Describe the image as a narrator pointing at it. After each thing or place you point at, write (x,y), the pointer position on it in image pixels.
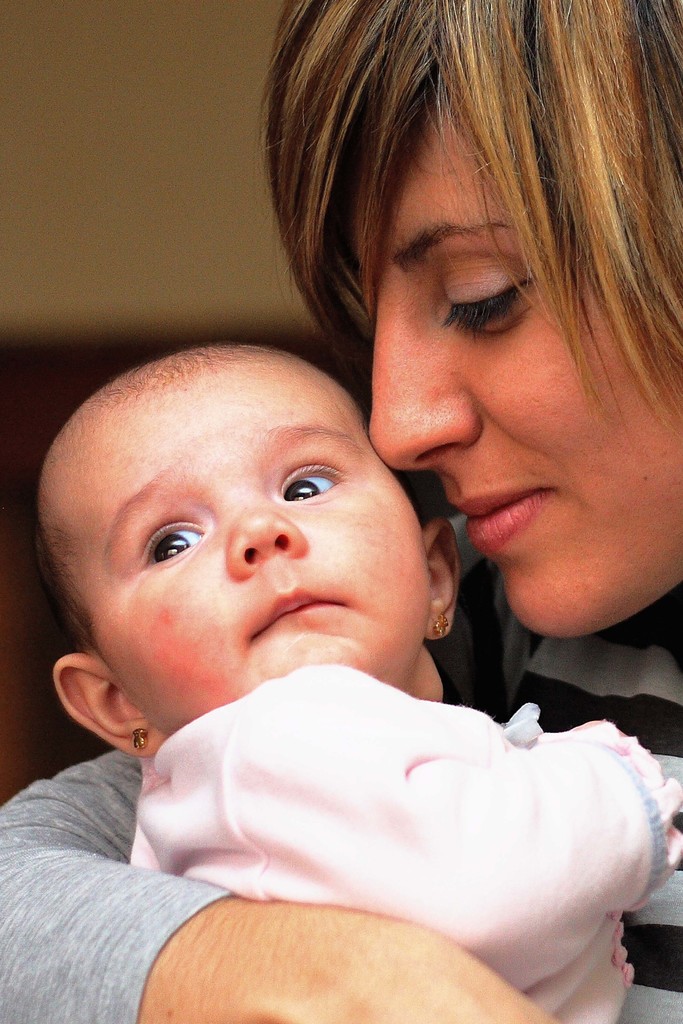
A woman (530,699) is holding the baby (437,703), both of them wore dresses (520,860).
